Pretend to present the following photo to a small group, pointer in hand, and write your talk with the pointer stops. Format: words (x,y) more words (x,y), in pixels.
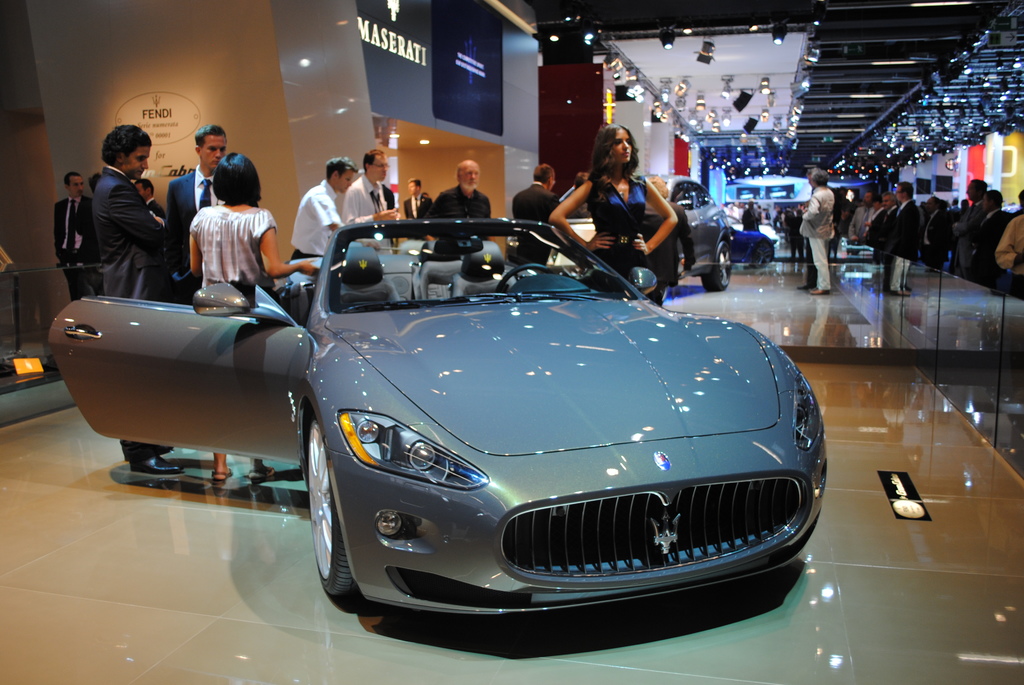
In this picture we can see cars (695,402) and a group of people (449,198) standing on the floor (860,380) and in the background (657,95) we can see lights (675,95).
